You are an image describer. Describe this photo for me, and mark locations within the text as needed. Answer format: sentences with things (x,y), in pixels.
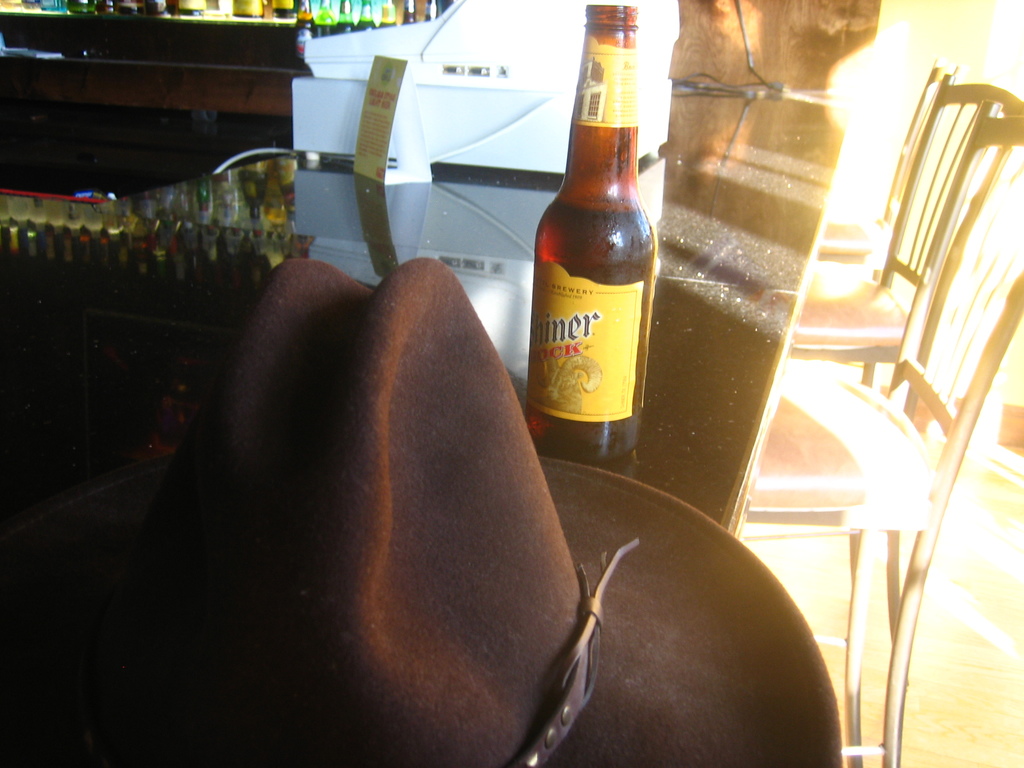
This picture might be taken inside a restaurant (520,504). In this image, on the right side (827,640), we can see some chairs (947,228) and table (662,280). On that table (783,325), we can see a hat (441,553), beer bottle (641,327). On the left side (219,22), we can also see another table (143,38), on that table (246,32), we can see some bottles (56,4).
